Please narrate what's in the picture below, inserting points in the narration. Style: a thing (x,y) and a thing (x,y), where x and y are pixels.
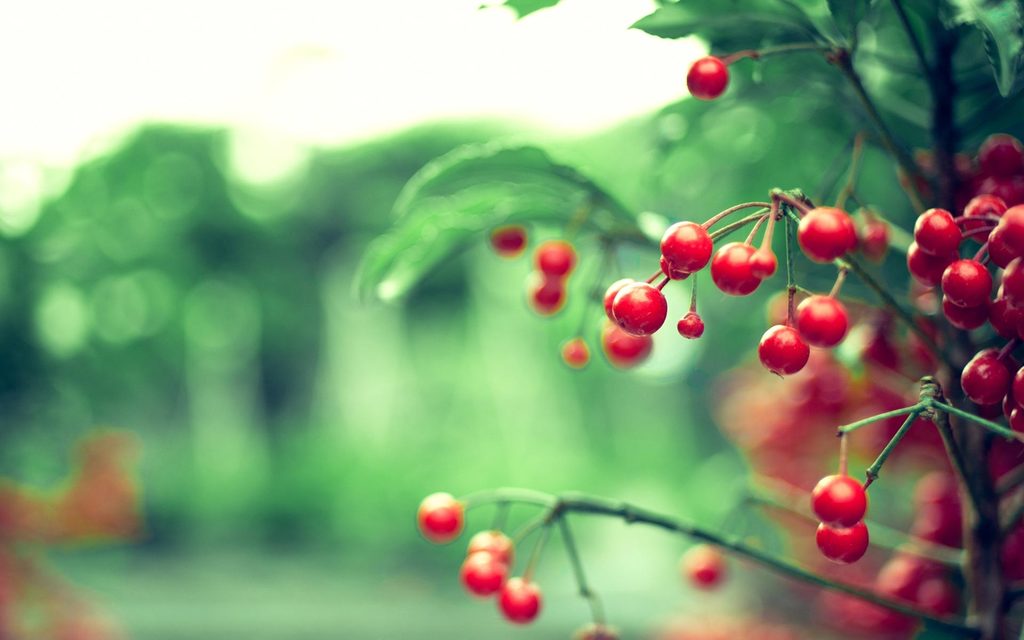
It is a zoom in picture of red color fruit plant (924,299) and the background (304,450) is blurry.
